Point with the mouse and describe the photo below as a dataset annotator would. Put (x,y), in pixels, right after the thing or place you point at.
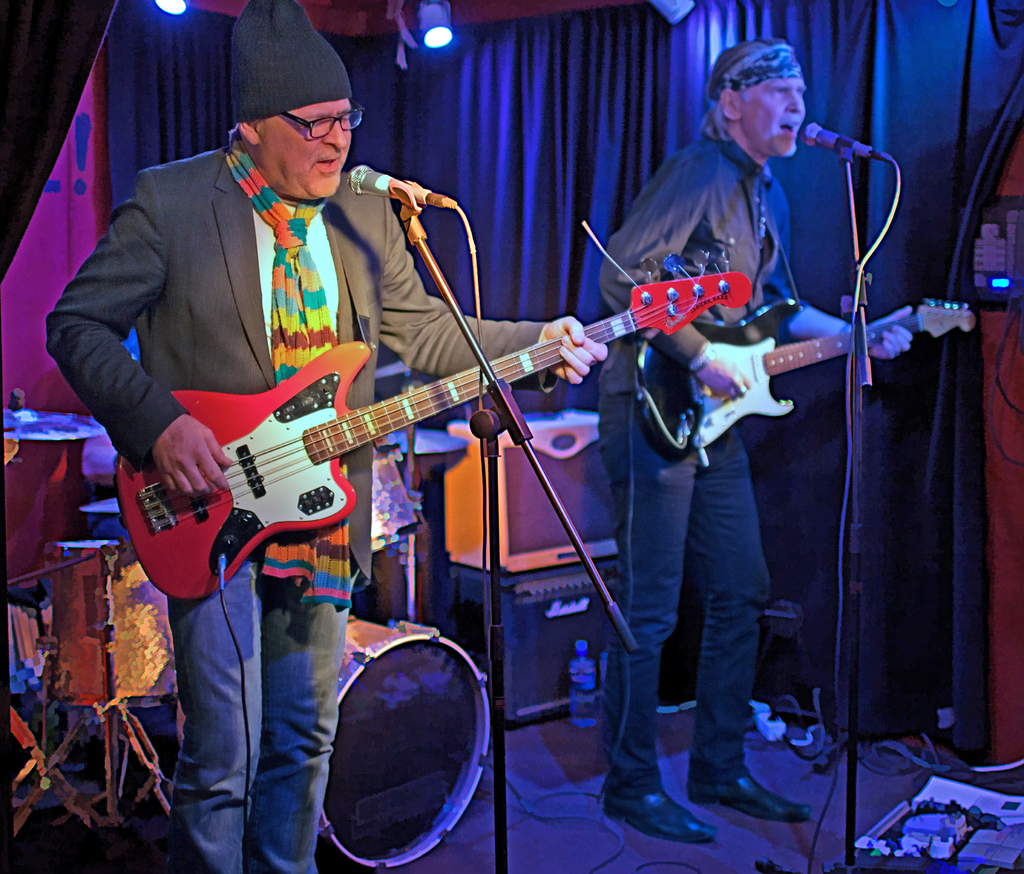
There are two persons (695,457) standing and holding a guitars (343,478) and performing on the stage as we can see in the middle of this image (501,369). There is a curtain (506,191) in the background (452,222). There are some lights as we can see at the top of this image (413,48), and there is a drum set (122,581) on the left side of this image (91,644).
